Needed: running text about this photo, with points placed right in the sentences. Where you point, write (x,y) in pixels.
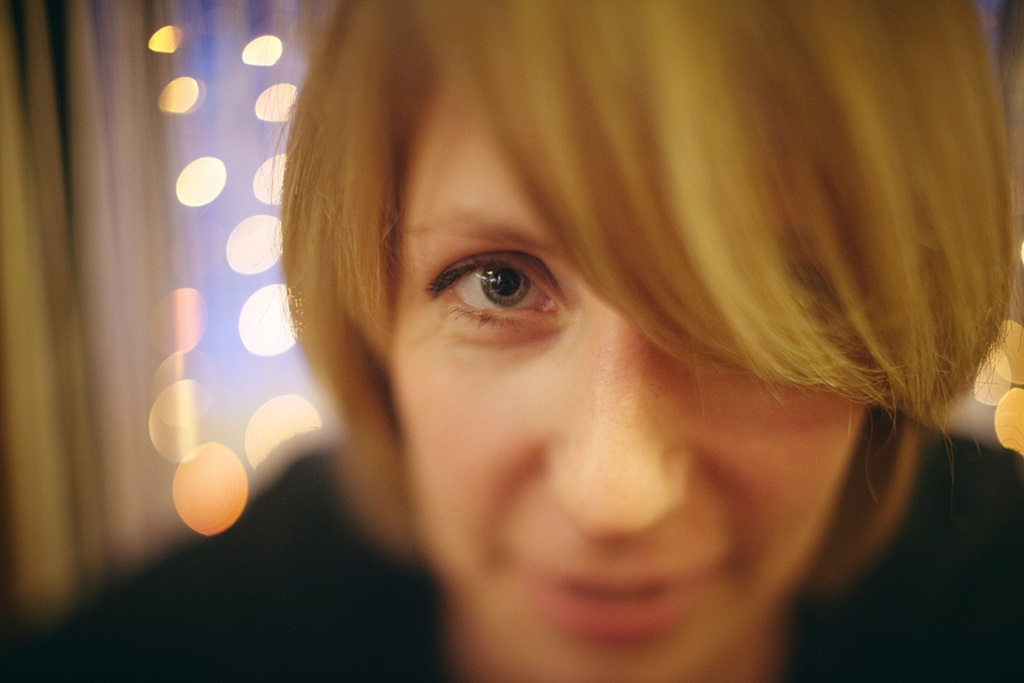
In this image there is a lady (521,584). In the background (263,414) there are lights (191,180). The background (157,140) is blurry.
